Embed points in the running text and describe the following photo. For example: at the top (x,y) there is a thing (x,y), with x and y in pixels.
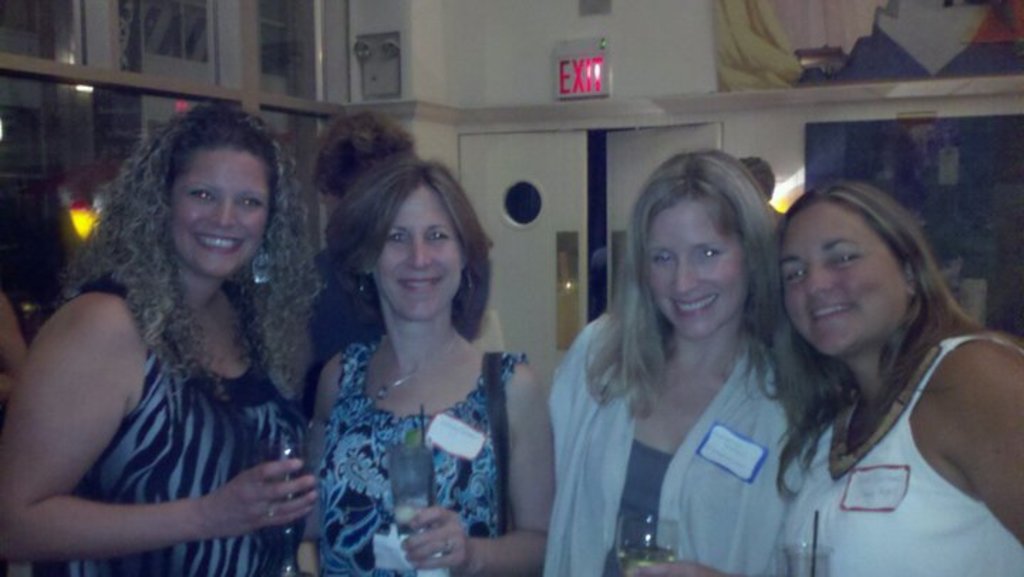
In this image I can see few people (702,317) smiling and holding glasses (674,535). Back I can see few objects (1002,53), wall (534,102), lights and the door (561,174).
